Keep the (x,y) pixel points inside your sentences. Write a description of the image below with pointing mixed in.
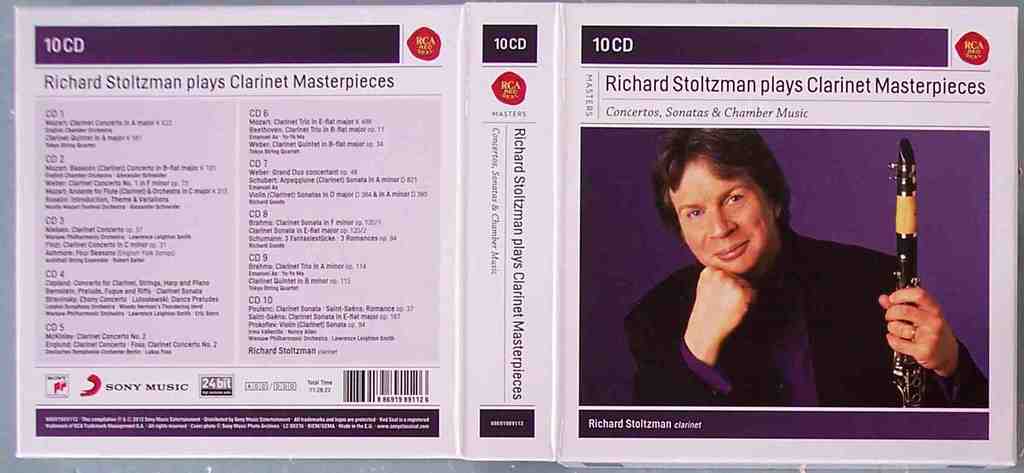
Here in this picture we can see cover page (213,173) of a CD (75,421) and in that on the right side (755,236) we can see a person (714,241) present and he is holding a musical instrument (897,259) and smiling and we can also see some text (273,277) present on left side (298,179).
